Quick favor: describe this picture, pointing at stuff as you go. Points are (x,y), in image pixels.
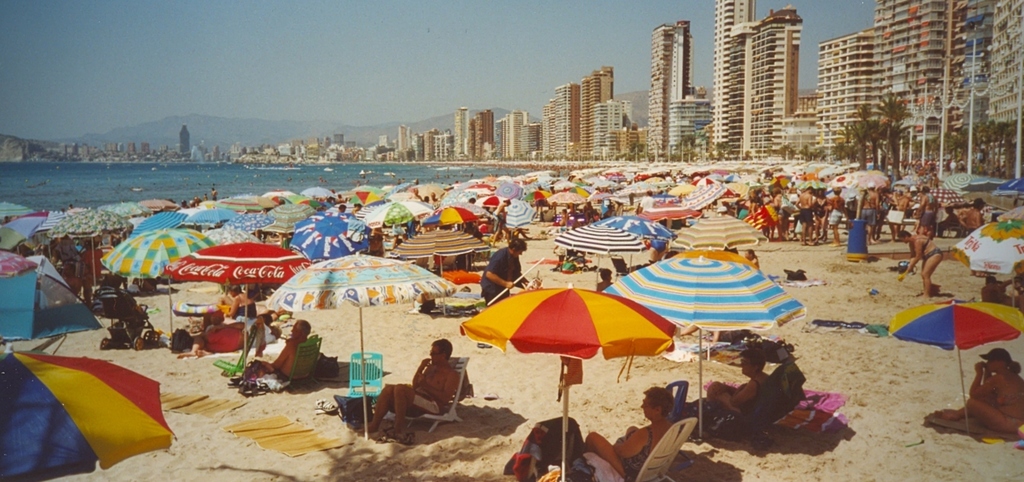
In this image we can see people (437,363) sitting on the chairs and ground (469,363) under the parasols (490,320) on seashore (480,355), street poles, street lights (940,116), trees (873,150), buildings (708,122), skyscrapers (513,129), hills (339,131), sea (232,165) and sky (275,55).
